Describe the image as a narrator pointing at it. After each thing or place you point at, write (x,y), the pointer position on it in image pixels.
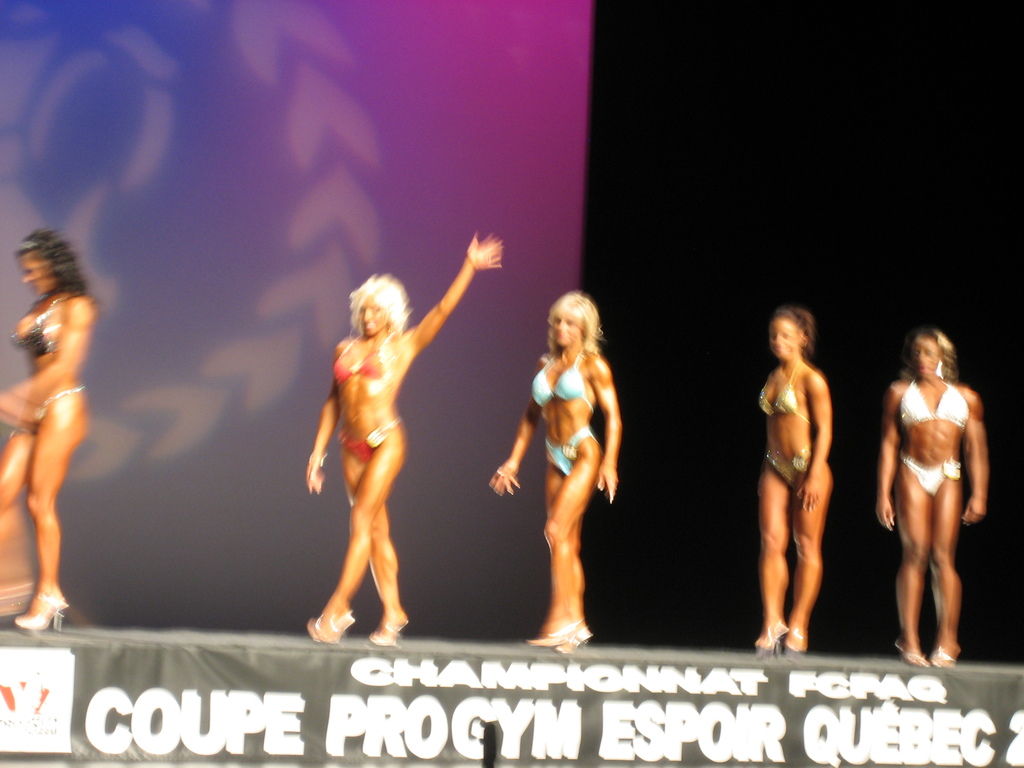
This image consists of five women (372,365) walking on the dais (2,630). In the background (369,136), there is a screen (434,249). At the bottom (493,687), there is a text (480,706).
